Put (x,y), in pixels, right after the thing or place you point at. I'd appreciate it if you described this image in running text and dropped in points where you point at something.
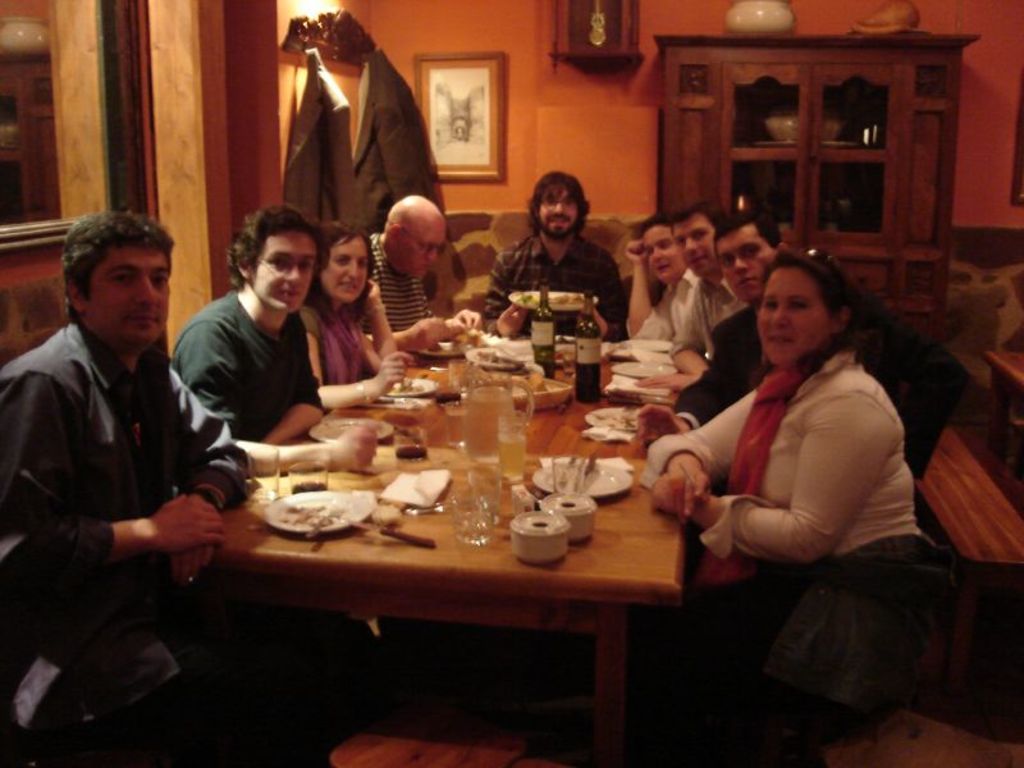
In this image there are group of people (669,420) sitting on the bench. On the table (610,596) there is a glass (477,506), plates (341,496), spoon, tissues (410,486), jar (479,417), food (317,512), wine bottle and some glass objects (513,407). At the back side (393,103) I can see a jackets (312,70) on the wall (519,145). the frame (451,96) is attached to the wall (571,89). There is a cupboard (761,163) and the wall (593,148) is in orange color.
